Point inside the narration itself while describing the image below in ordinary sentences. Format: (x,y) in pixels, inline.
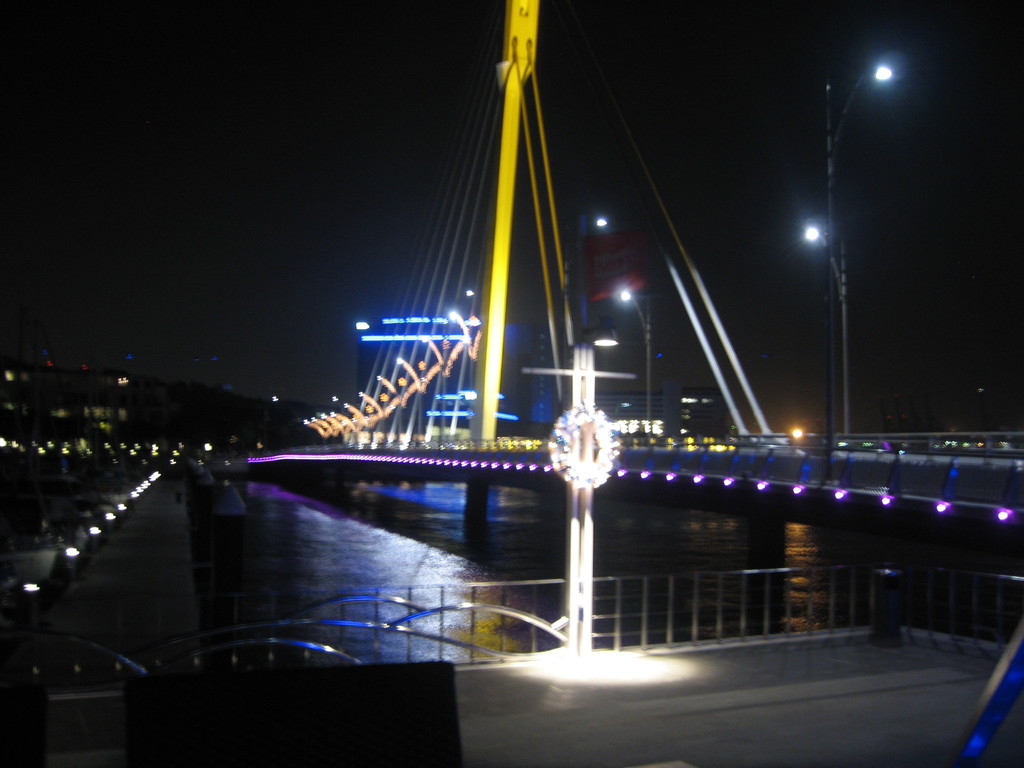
In this image we can see a bridge (886,480) and water (409,528) under the bridge (472,498) and there is a railing (605,613) and street lights (829,334) on the bridge (768,521).
